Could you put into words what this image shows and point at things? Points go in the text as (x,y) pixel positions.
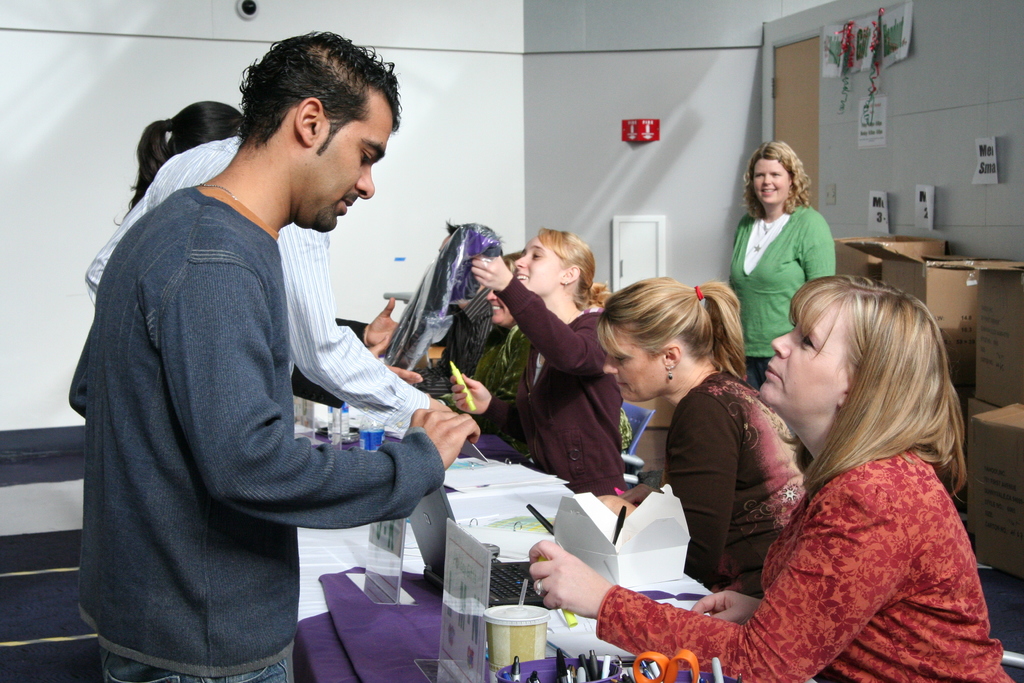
This picture shows the inner view of a room (130,170). There are some people (910,626) sitting on the chairs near the table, some people (455,427) are standing, some posters (873,121) with text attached to the wall (745,31), some objects (629,242) attached to the wall (923,36), one wooden door (809,80), some boxes (952,280) on the right side of the image (987,380), one table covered with table cloth (328,651), some objects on the table (487,531), one object (19,595) on the bottom left side of the image (45,625) and some people (85,562) are holding some objects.
